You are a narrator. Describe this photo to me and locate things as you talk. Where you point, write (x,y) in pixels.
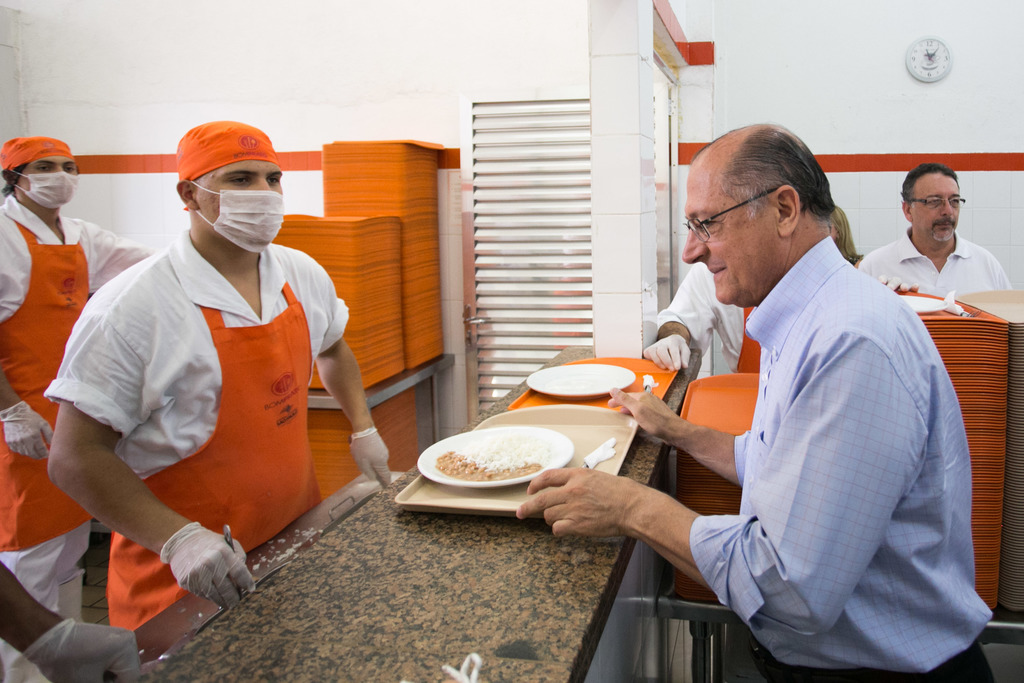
In this image we can see a person (558,512) holding a tray (568,424) which contains a plate (537,462) with food items (537,462) in it, around him there are people (14,456) with a mask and a uniform (731,341), there are some trays (967,361) placed on the table (378,393).
